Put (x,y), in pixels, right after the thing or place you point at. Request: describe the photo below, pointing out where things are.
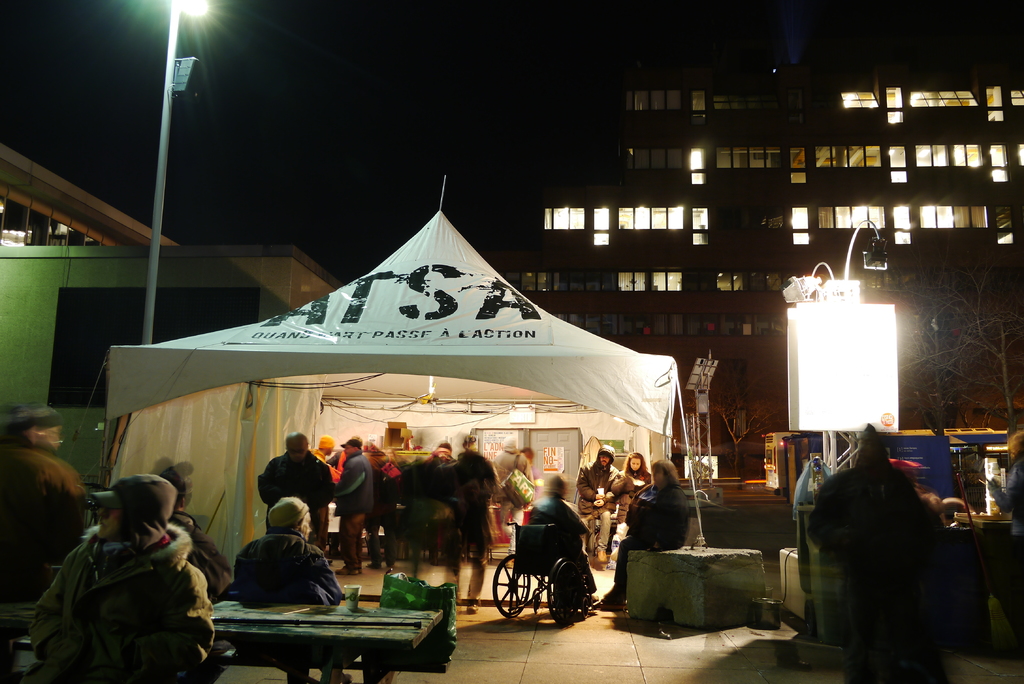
On the bottom (173,616) there is a woman (156,505) who is wearing spectacles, cap (157,511), jacket (158,580) and glass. She is sitting near to the table (368,674). On the table (392,661) we can see tea cup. Here we can see old woman (299,552) who is sitting on the bench (315,657). On the bottom (555,492) there is a woman (573,539) who is sitting on the wheelchair (536,557), near to her we can see group of person (626,483) standing under the tent (495,354). On the right (912,441) we can see sign boards (847,399), street lights (894,387) and other objects (1009,524). On the top (698,84) there is a building (679,220). On the left (174,9) there is a street light (191,13), poster (111,290), shelter (130,218) and other object (78,238).
